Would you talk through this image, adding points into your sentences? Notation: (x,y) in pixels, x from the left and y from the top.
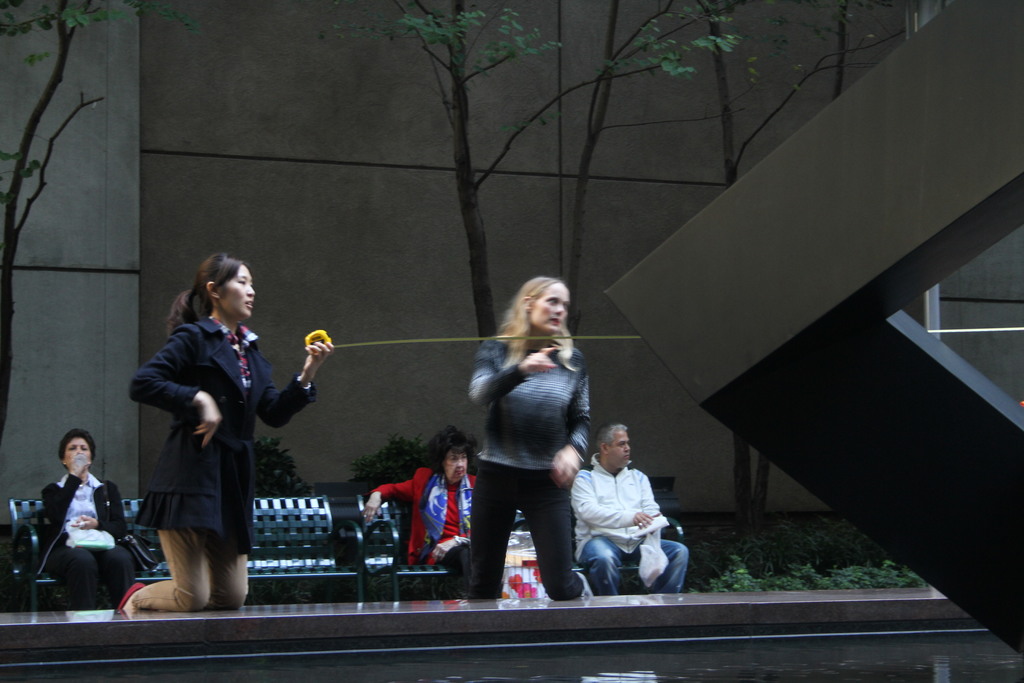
In this image I can see two women (224,390) are sitting on the knees (194,588) and looking towards the right side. At the back (623,509) three people (111,509) are sitting on a bench (382,565) and there are some plants (750,558). In the background (267,172), I can see a wall (359,105) and trees (454,29).
